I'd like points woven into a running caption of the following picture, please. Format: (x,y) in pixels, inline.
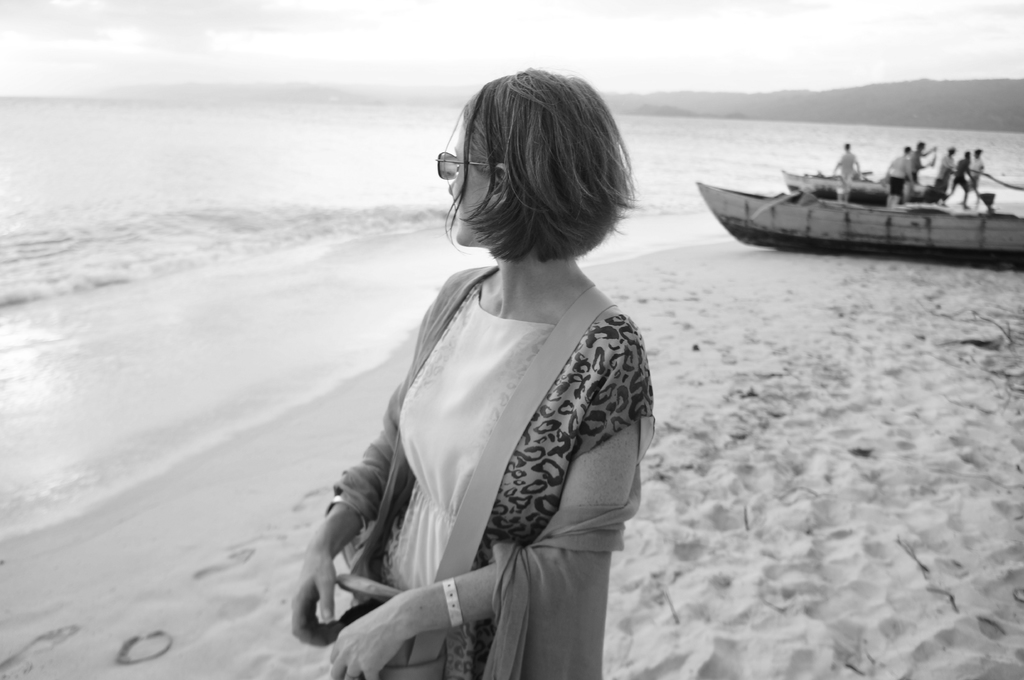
In this image there is a woman (512,202) in the foreground (496,175), at the top (235,64) there is the sky (408,18), in the middle (386,229) there is the hill (950,86), sea (88,191), on the right side (821,193) there is a boat (829,186), on which there are people (902,166).
